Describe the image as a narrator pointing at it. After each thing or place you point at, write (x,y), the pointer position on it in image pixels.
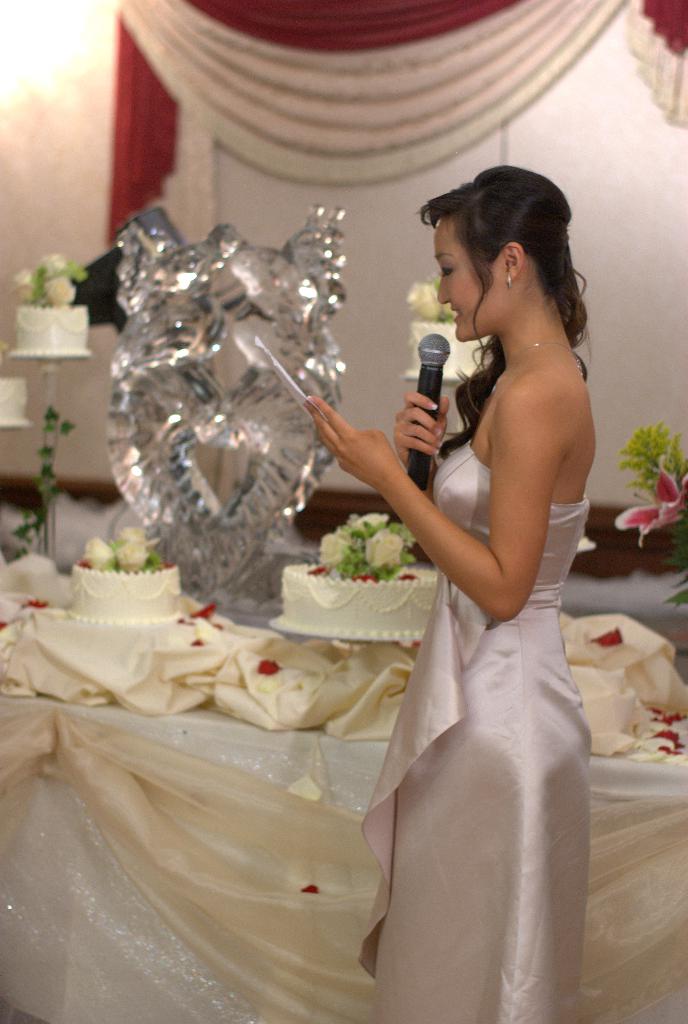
In this image we can see a lady (444,540). A lady (448,506) is speaking into a microphone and holding some object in her hand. There are few cakes (406,549) in the image. There is a lamp (54,33) at the left top of the image (49,53). There is a curtain (485,60) in the image. There is a bouquet (649,528) in the image. There are tables (341,687) in the image.
